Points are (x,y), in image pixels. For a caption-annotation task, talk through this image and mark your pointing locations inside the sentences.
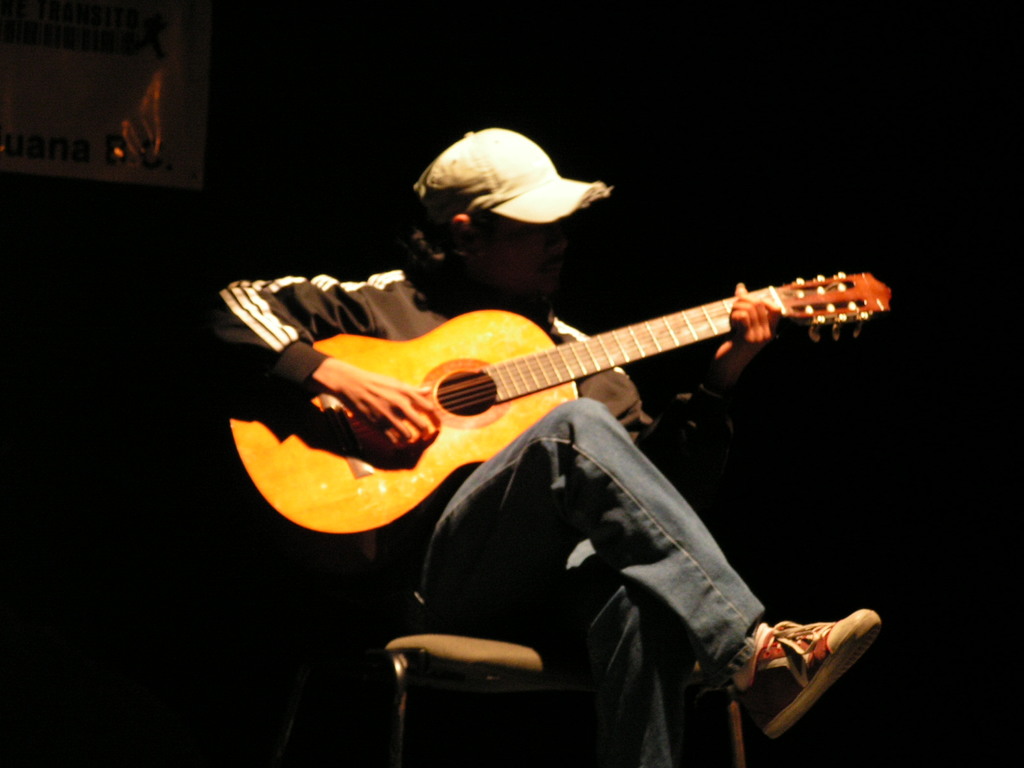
The person (392,271) wearing a black jacket (451,315) is sitting in a chair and playing guitar (534,385) and the background (368,145) is black in color.
